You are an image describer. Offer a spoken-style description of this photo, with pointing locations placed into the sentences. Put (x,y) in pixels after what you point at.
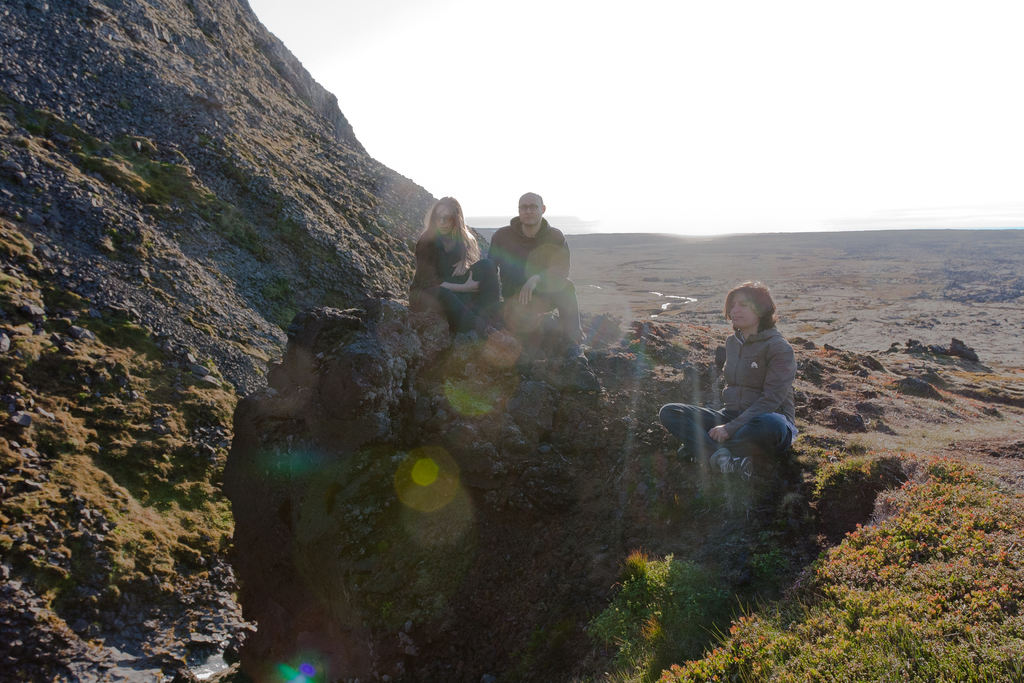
This image is clicked outside. There are three persons (726,352) sitting on rocks (579,432). There are plants (607,615) and grass (849,657) at the bottom (837,665). There is sky (621,65) at the top (648,122).
